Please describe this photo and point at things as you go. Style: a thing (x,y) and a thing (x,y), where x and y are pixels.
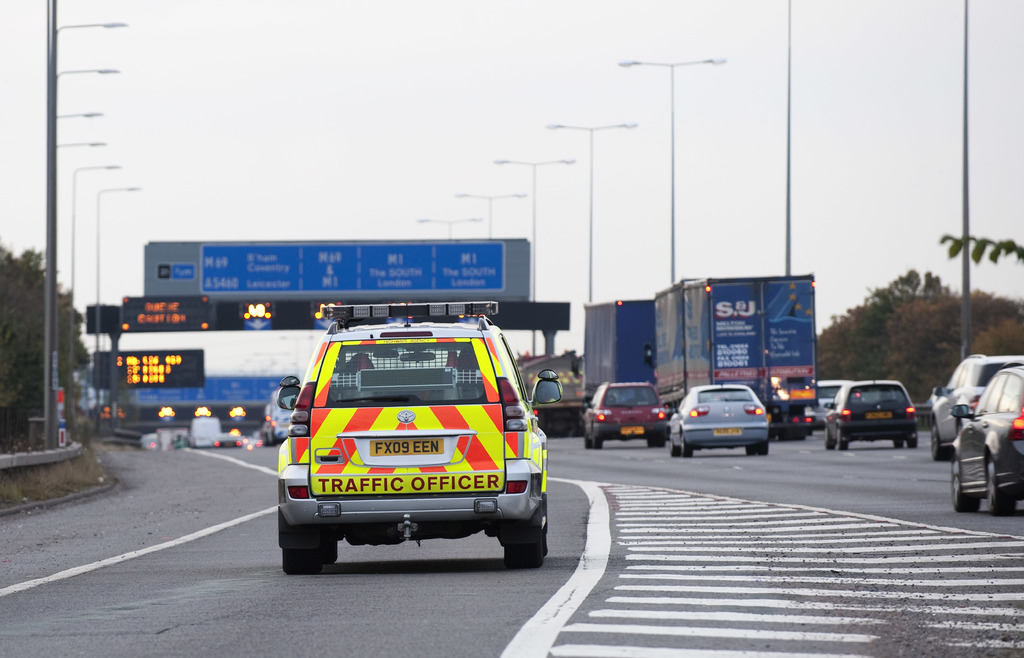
In this picture I can see few cars (998,469) and vehicles (435,373) on the road (397,650) and I can see few boards (366,283) with some text (259,312) and I can see few pole lights (50,232), trees (12,322) and a cloudy sky (568,169).
